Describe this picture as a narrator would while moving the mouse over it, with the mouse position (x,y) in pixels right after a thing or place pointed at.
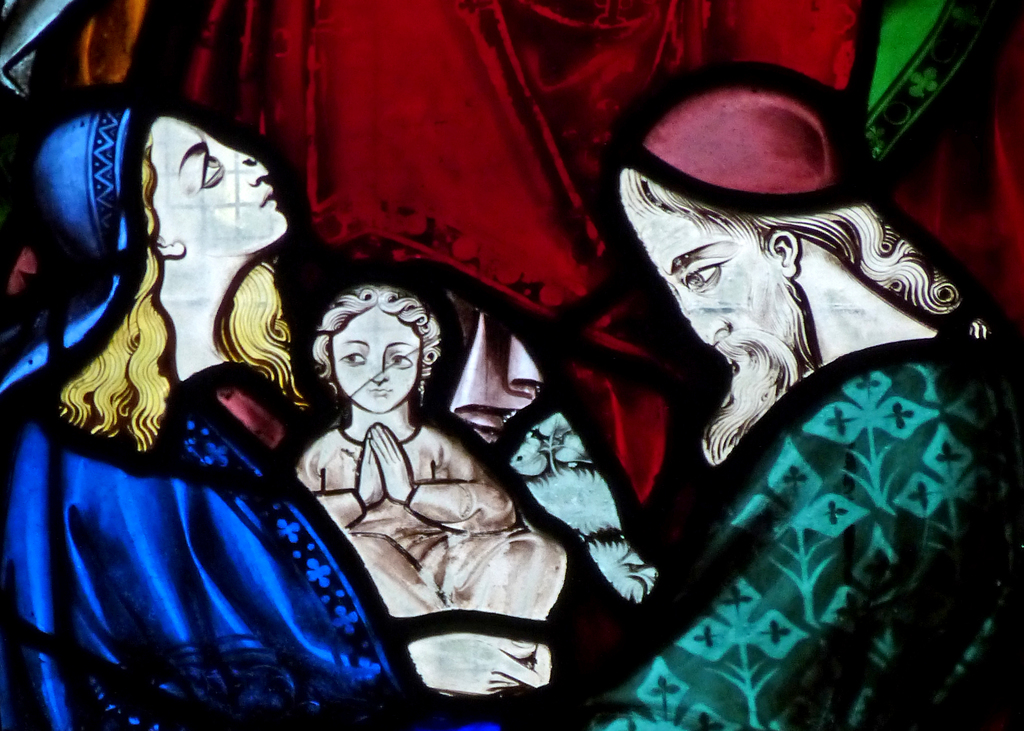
In this image I can see two persons (248,562) and a baby (406,531). I can see blue, green color dress (806,482). Background (885,65) is in red and green color.
